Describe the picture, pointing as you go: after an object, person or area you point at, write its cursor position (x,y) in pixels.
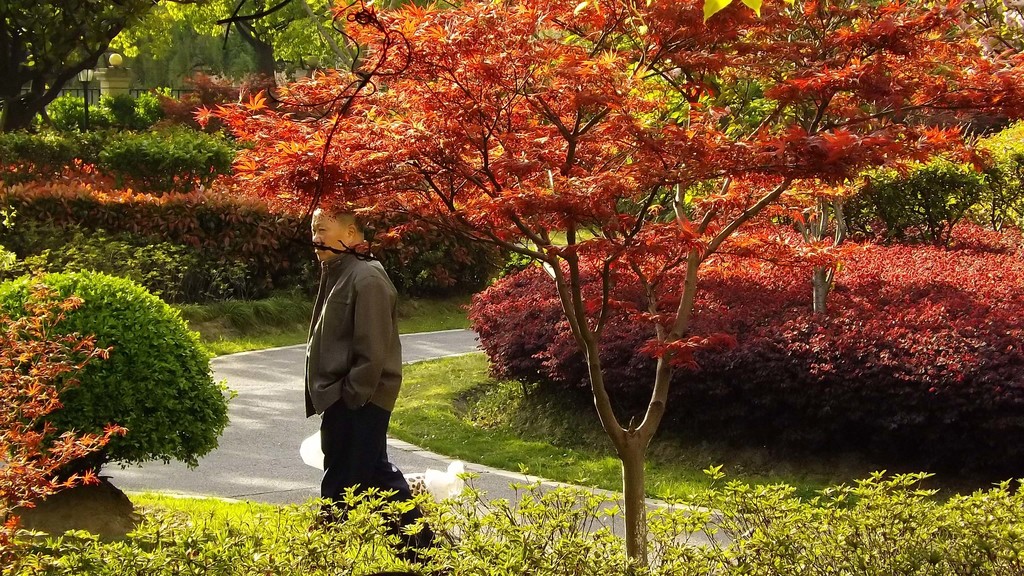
This person (360,408) wore a jacket (332,327). Here we can see trees (433,112), plants (244,269) and grass (449,421). Far there is a light pole (86,115) and fence (134,90).
